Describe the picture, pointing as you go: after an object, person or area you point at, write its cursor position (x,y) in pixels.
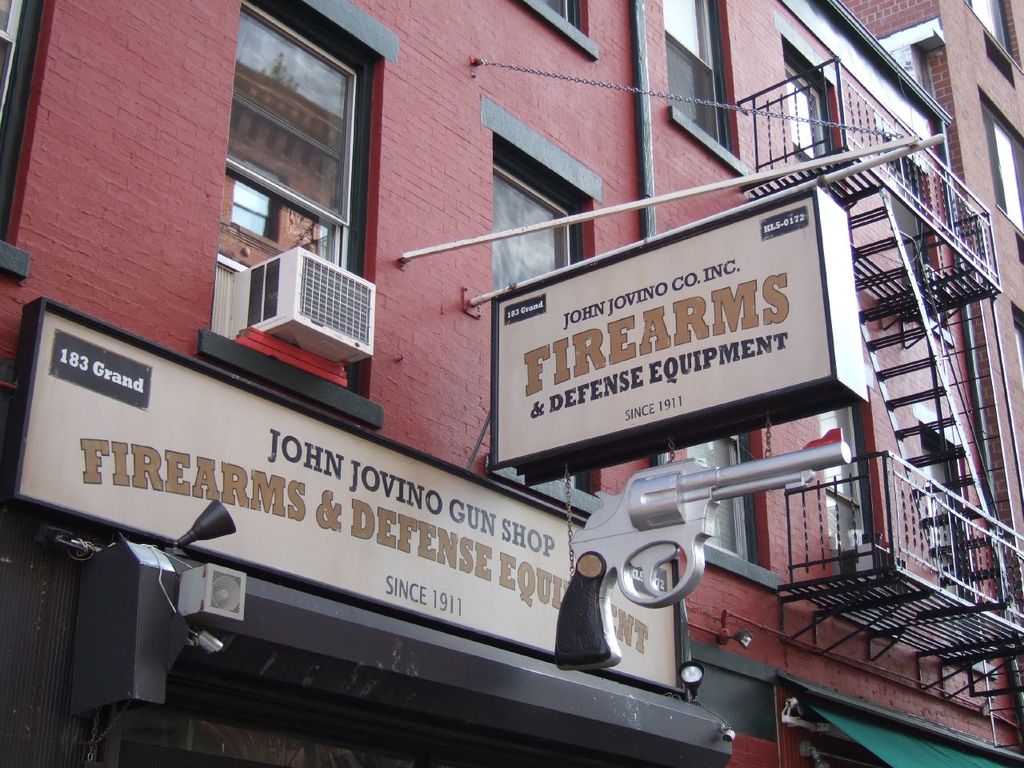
In this image we can see red color building (421,210) to which there are some stairs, there is an AC (326,305) attached and there are two boards (292,549), one is attached to the wall (477,285) and the other is hinged to the stick (659,199) of a building (442,269).
